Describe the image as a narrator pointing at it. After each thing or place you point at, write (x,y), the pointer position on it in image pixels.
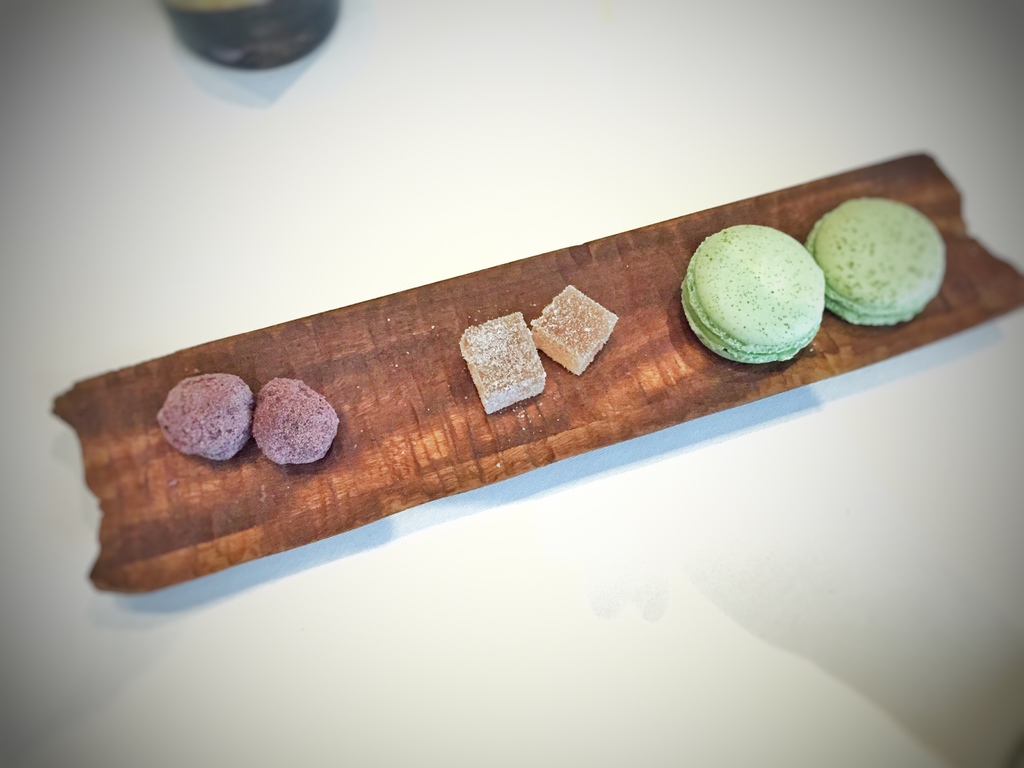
This picture shows few cookies (926,243) in the wooden tray (958,196) on the table (927,144). We see a bottle (282,2) on the side.
